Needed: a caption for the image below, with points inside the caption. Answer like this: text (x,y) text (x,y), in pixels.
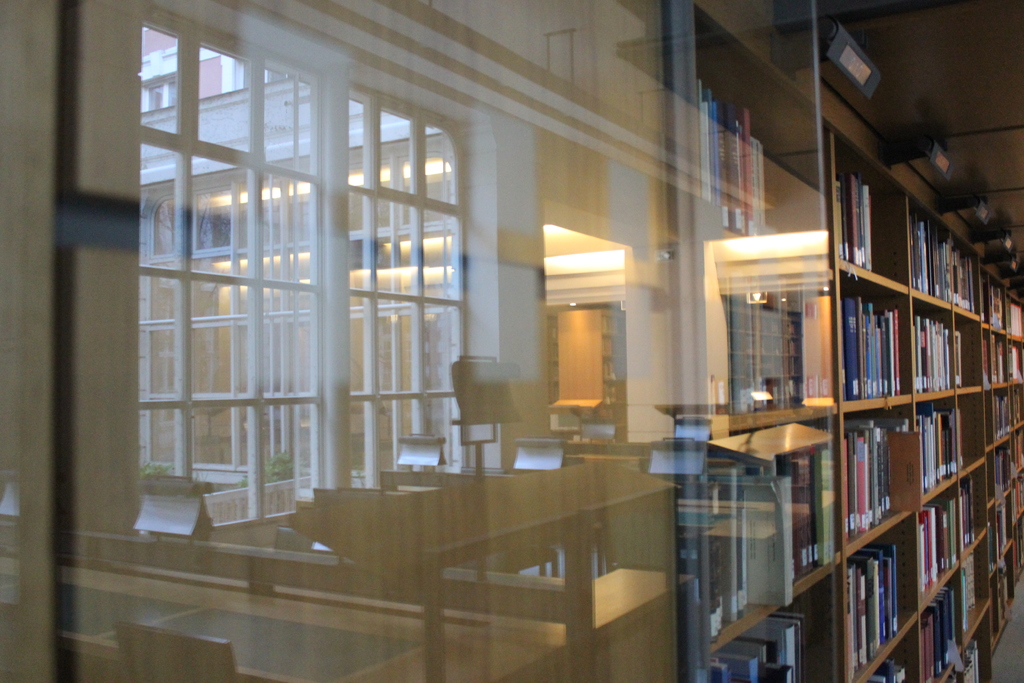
In this image we can see shelves (896,250) and few books (920,415) in the shelf (907,364) and on the top of the shelf (967,372) there are rod (988,239) with boards (847,73) attached to the rods (917,147) and on the left side (302,145) we can see a glass (627,317) with the reflection of light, table (524,474) and few objects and through the glass (573,447) we can see a building (298,257).
